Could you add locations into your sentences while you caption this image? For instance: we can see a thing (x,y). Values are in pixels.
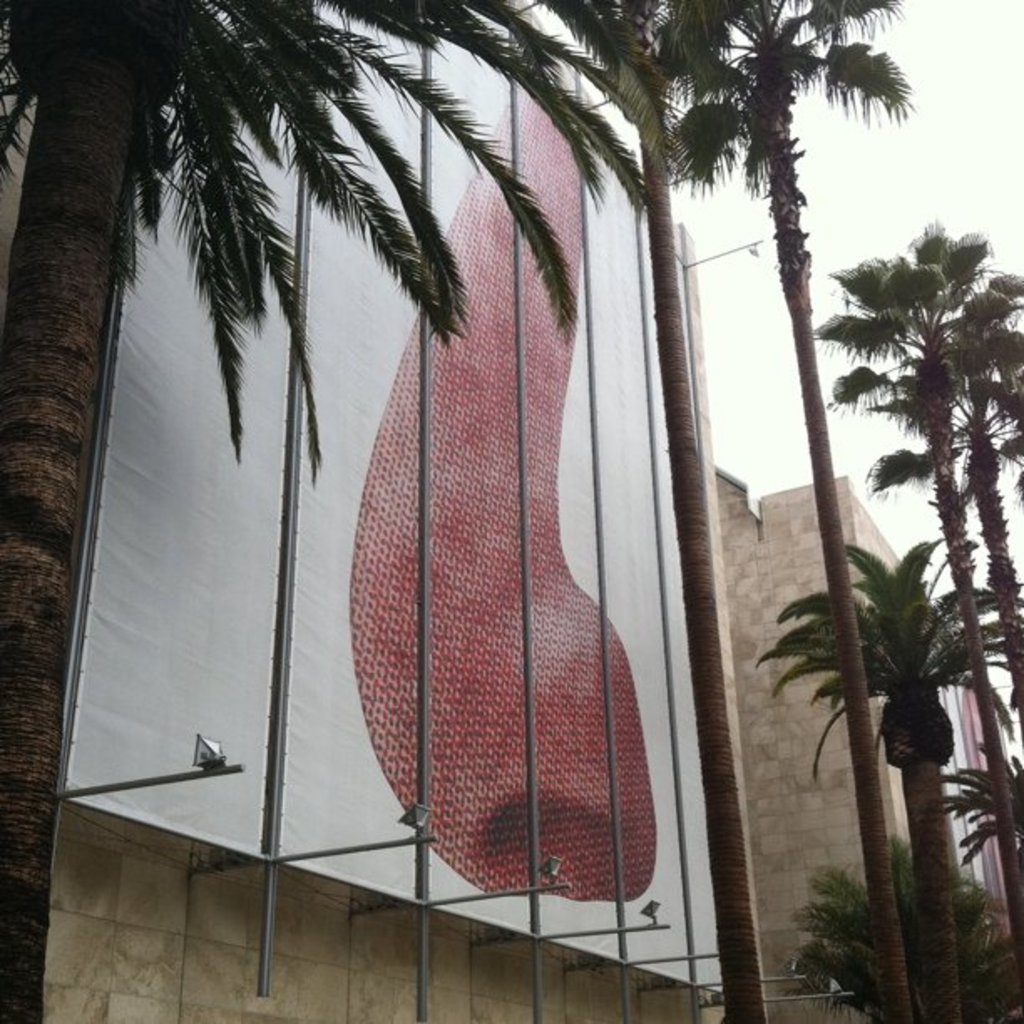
In the middle of the image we can see some trees (48,185). Behind the trees (23,392) there is a building (452,220), on the building (267,1008) there is a banner (113,398). In the top right corner of the image (744,284) there is sky (914,501).
